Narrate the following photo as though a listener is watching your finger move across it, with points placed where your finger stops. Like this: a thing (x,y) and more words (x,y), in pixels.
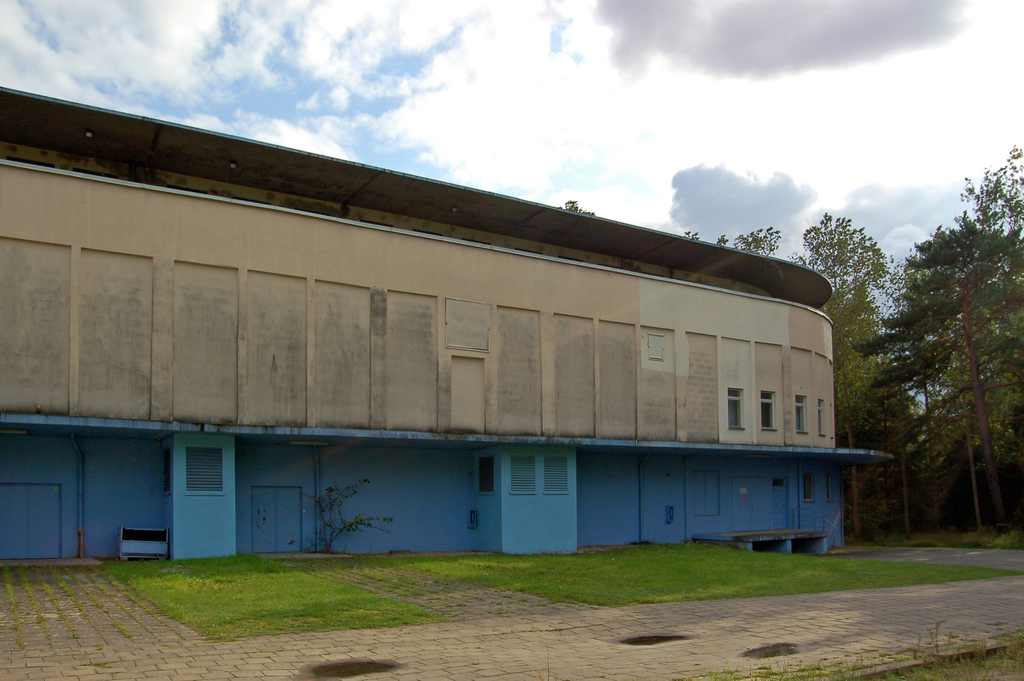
In this picture we can see the grass (732,580), path (404,640), trees (965,295), building (719,356) with windows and in the background (283,9) we can see the sky (266,32) with clouds (819,148).
